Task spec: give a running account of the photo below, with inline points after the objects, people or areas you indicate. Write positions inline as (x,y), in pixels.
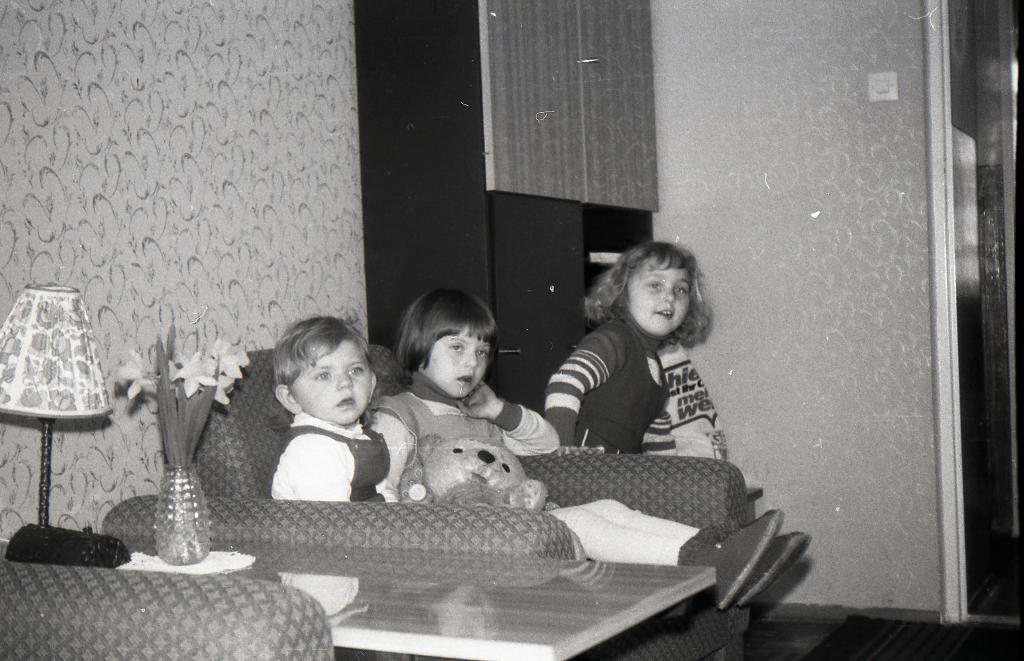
There are three children (387,438) sitting in this room (430,442), two of them were in sofa (488,519) and the another one is on the stool (755,502). There is a lamp (47,360) and in the background (175,149), there is a wall (326,111) and some cupboards (502,131) here.
